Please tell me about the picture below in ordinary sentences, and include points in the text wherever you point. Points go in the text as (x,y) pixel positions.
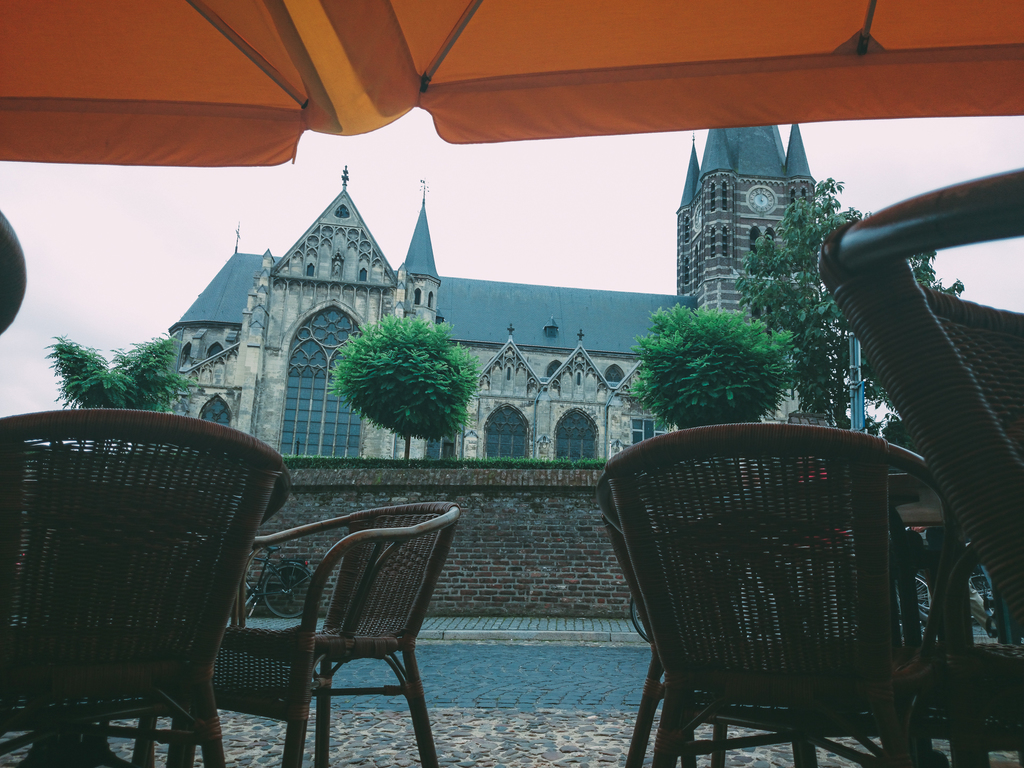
This is an outside view. At the bottom (310,664) there are few chairs (942,595) under a tent (237,111). In the background (487,678) there is a road (539,667). Beside the road (570,671) there is a wall (486,551). In the background (497,309) there is a building (497,309), few trees (451,350) and also I can see the sky (578,188).
